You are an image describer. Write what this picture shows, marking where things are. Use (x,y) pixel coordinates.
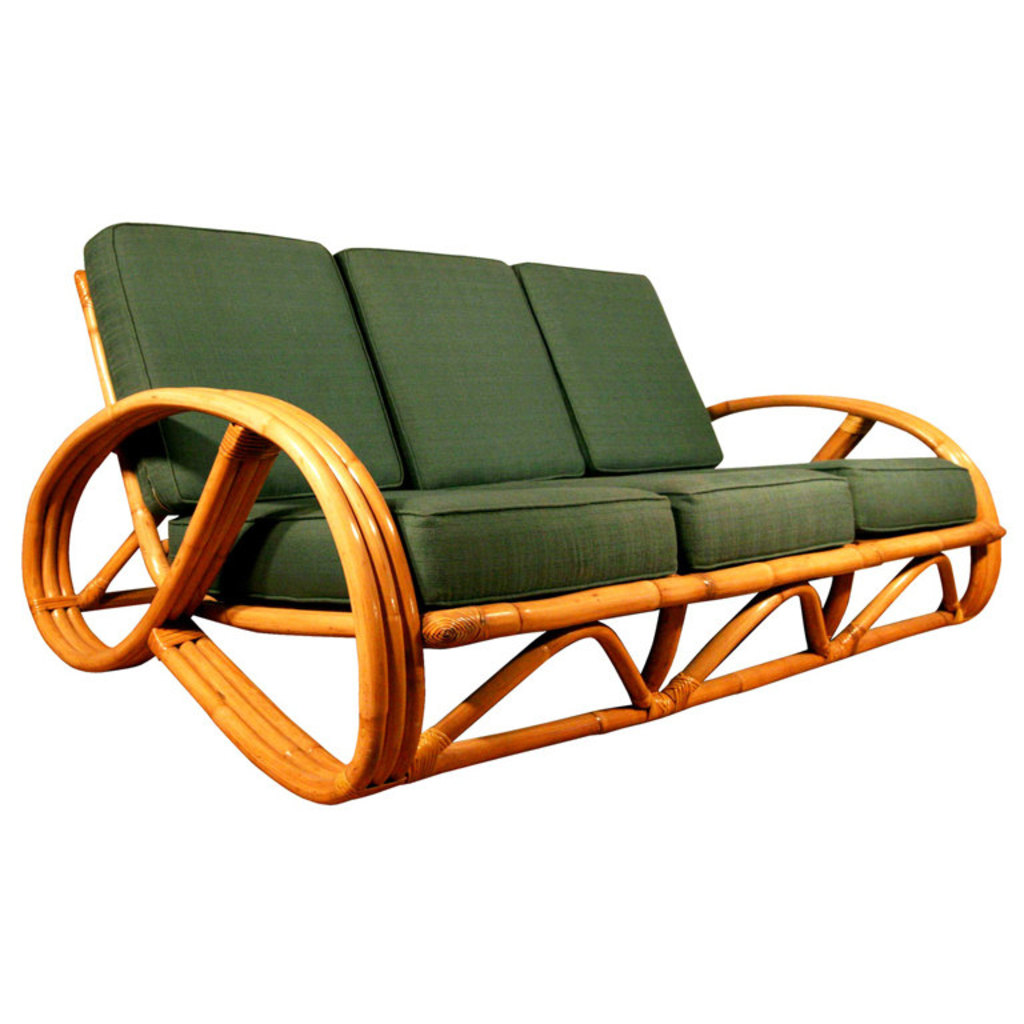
In this image there is a wooden couch (891,548). There are green cushions (513,406) on the couch (498,530). The background (520,952) is white.
